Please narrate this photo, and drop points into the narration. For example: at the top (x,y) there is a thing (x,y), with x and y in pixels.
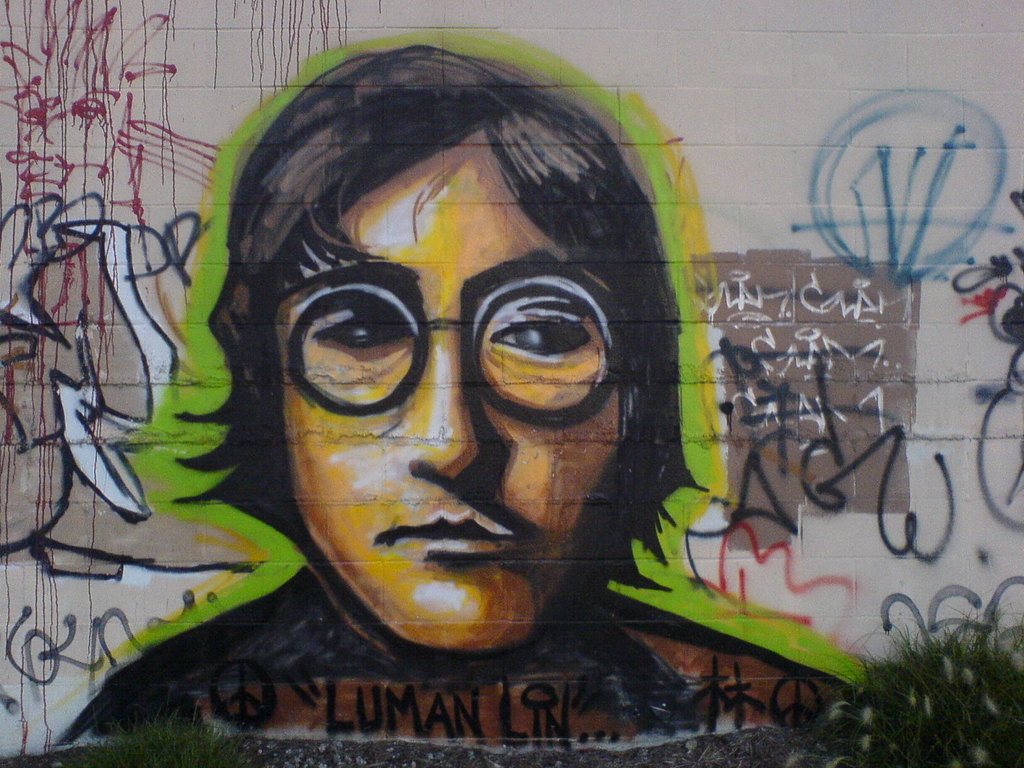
In this image I can see the wall painting (458,176). In the painting (209,281) I can see the person (160,654) with the specs (399,398). It is colorful. And I can see something is written on the wall (776,661).
